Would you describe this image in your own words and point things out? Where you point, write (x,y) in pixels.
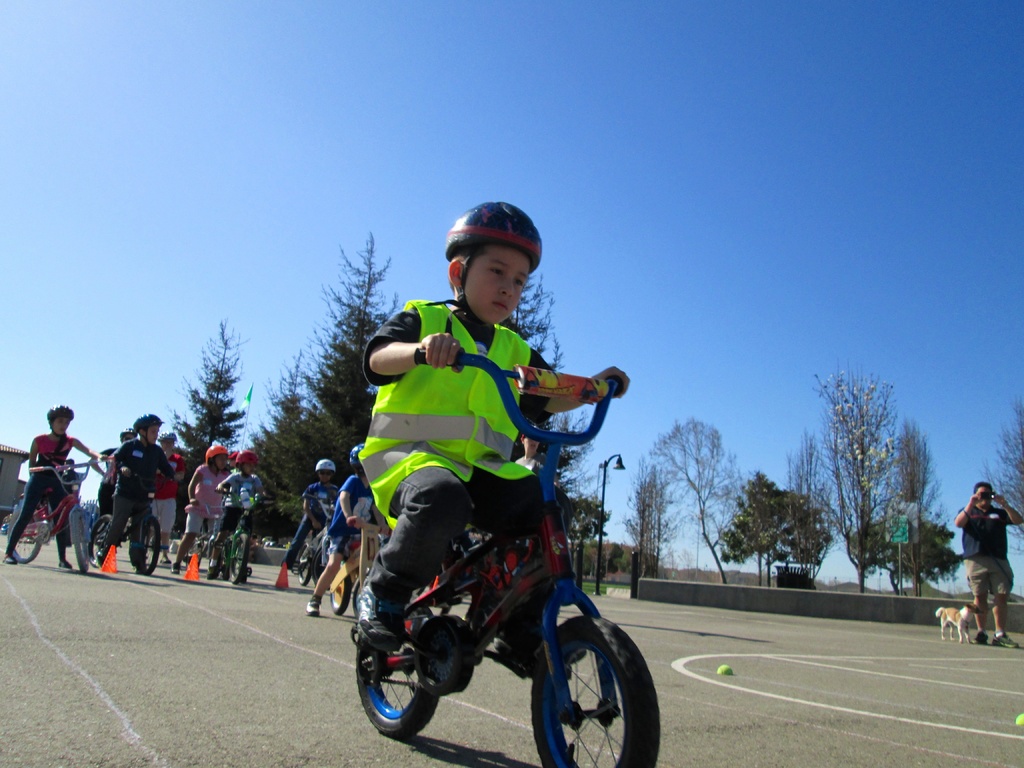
In the center of the image (460,506) we can see a kid (498,527) riding a cycle (478,581) on the road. And we can see the kid (454,490) is wearing a helmet (453,227) and a jacket (435,432). On the right side of the image (988,551), we can see two green color objects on the road (890,661), one dog (940,614) and one person (987,536) standing and he is holding some object (987,494). In the background (98,440), we can see the sky (667,67), trees (748,518), traffic poles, few people (218,513) are holding cycles (376,531) and a few other objects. And we can see they are wearing helmets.
